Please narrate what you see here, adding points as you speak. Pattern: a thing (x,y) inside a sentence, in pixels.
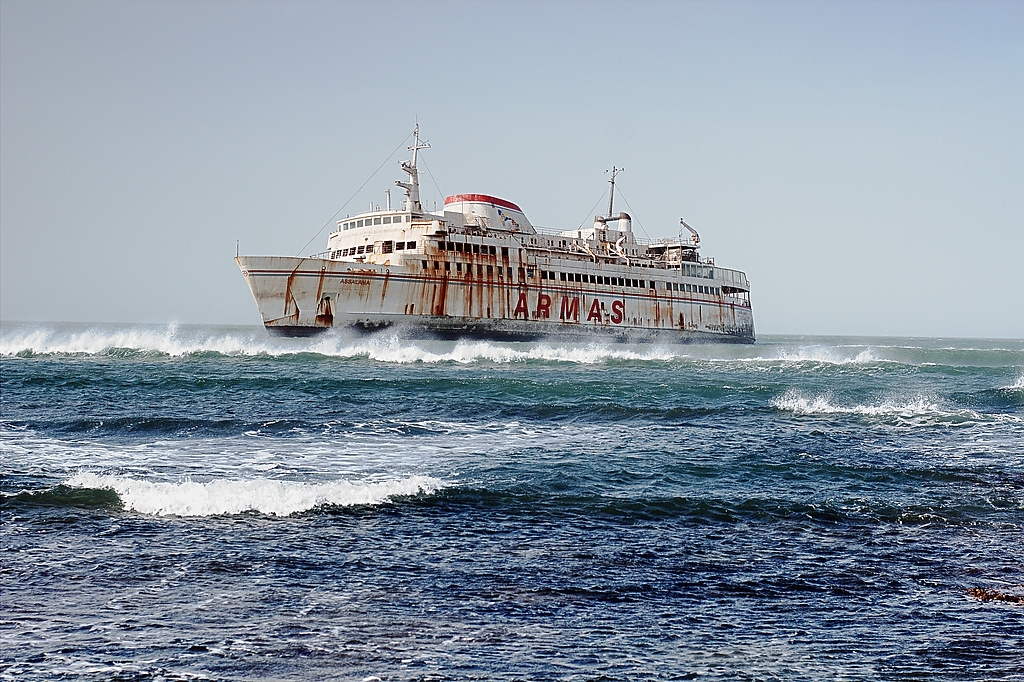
This is an outside view. In this image I can see an ocean (501,432). In the middle of the image (562,327) there is a ship (479,327) on the water (328,338). At the top of the image (461,105) I can see the sky (565,112).
